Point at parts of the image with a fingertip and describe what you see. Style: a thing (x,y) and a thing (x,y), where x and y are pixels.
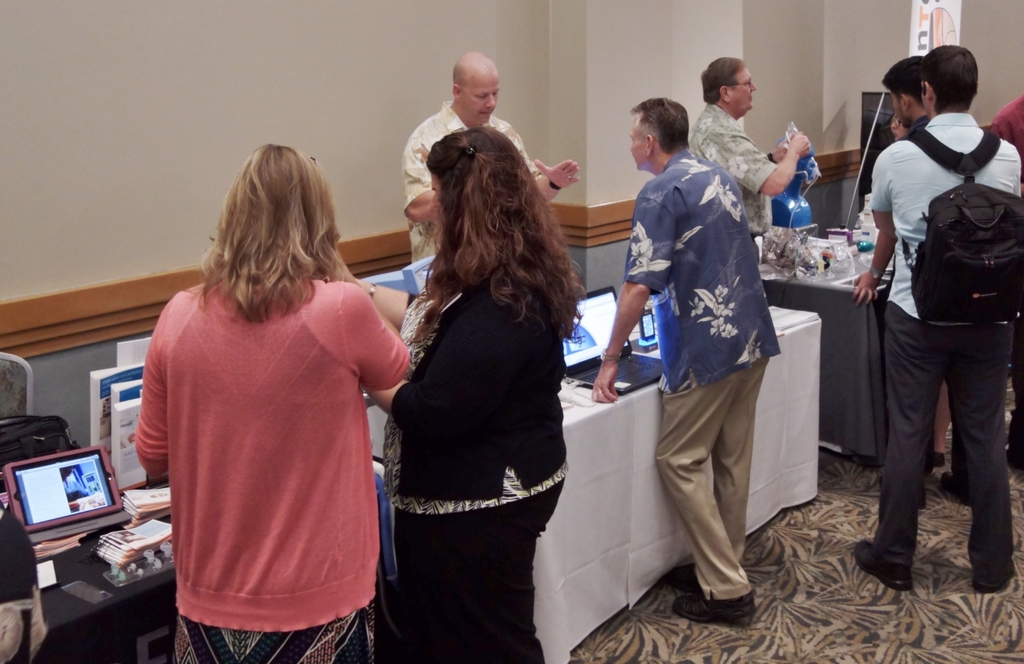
In the image in the center (454,428) we can see few people (493,393) were standing around table (618,401). On table (607,410), we can see cloth (598,419), laptops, papers (141,546), phone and few other objects (861,253). In the background (390,261) we can see wall (86,392), banner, chair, tab (22,501), books (108,429) and few other objects (62,440).
